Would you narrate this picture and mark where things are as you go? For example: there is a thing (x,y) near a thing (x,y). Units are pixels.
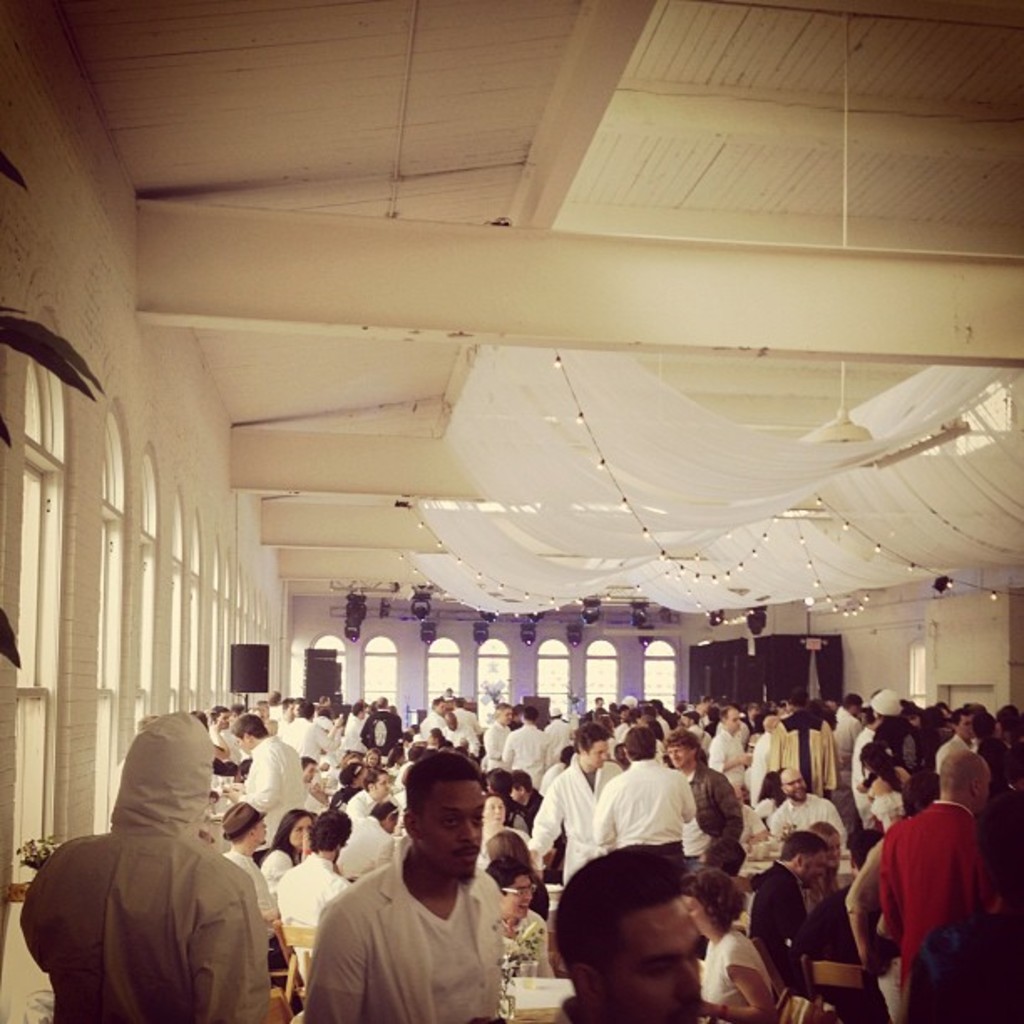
At the bottom of the picture (421,873) there are people (500,885), tables (519,1005) and chairs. On the left (55,665) there are windows (194,635). In the background (251,661) there are lights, speakers (254,661), lights (730,579) and curtains (659,483).
